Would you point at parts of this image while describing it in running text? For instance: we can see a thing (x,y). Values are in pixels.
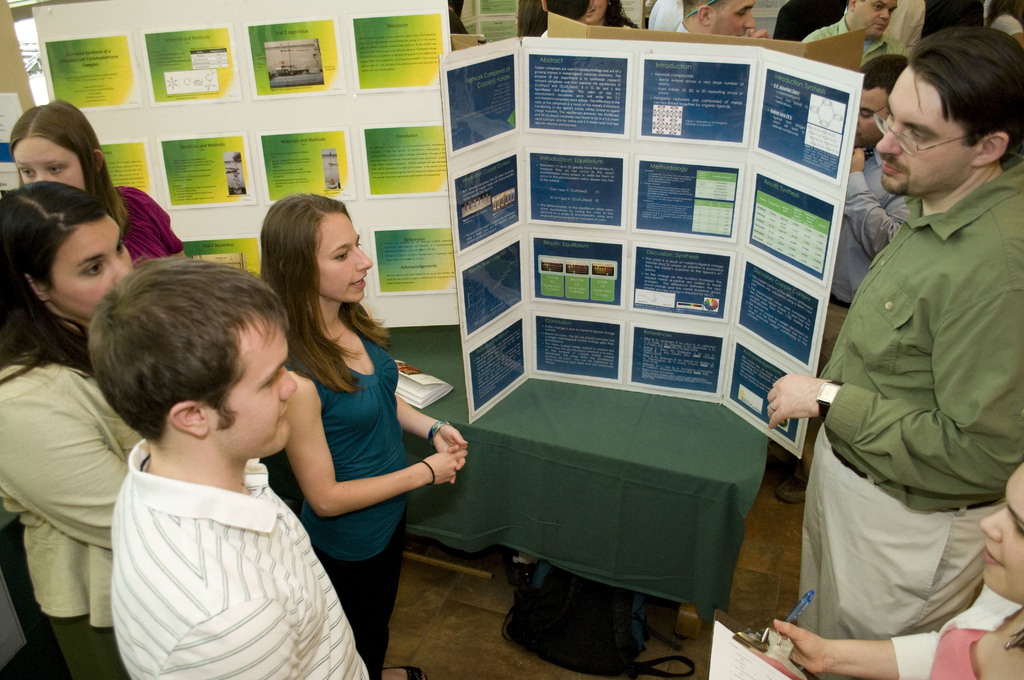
In this picture there is a man (933,289) wearing green color t-shirt (887,447) is giving a demonstration by showing the blue color poster (548,327). On the left side (307,411) we can see some girls (300,312) are standing and discussing something. Behind there is a white and green color poster (357,137) with many photos (421,249).
